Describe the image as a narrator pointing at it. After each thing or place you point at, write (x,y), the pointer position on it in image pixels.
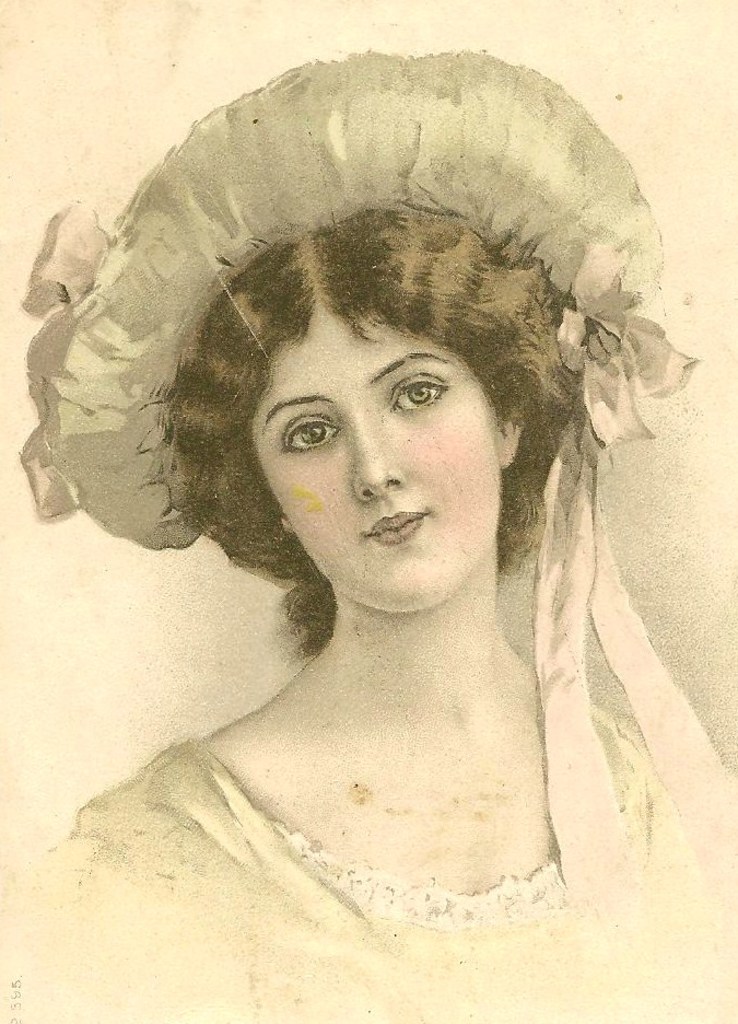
In this image I can see depiction of a woman (435,913) wearing a hat (198,288).
